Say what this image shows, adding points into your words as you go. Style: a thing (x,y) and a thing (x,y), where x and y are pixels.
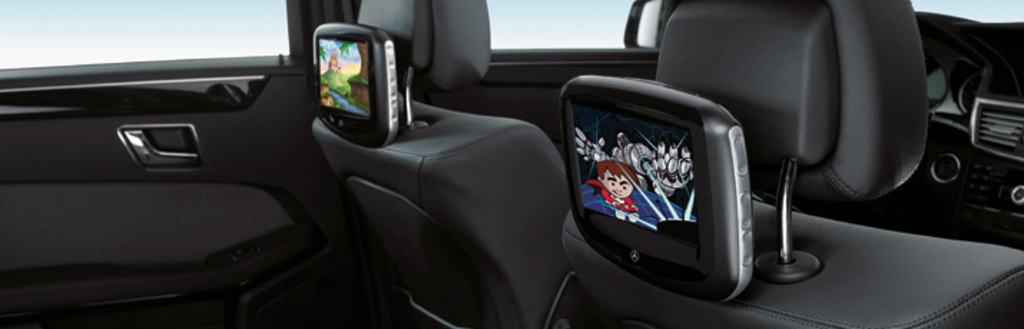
This is the picture of a vehicle (136,78) in which there are seats (438,202), mirrors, two screens (599,229) in which something is displayed.
